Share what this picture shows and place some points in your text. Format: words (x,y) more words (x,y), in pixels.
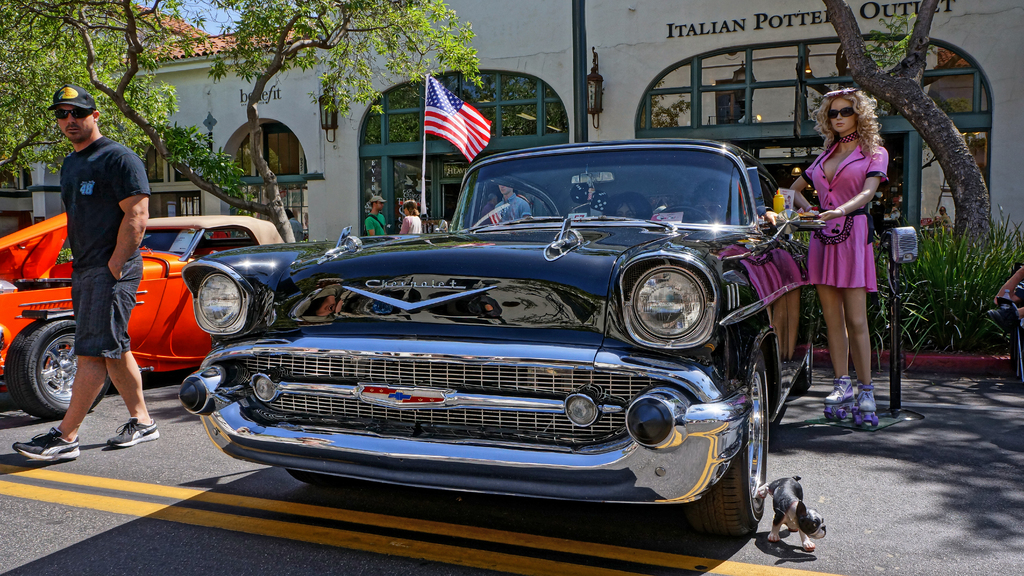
This is a car (572,331). Near to the car (578,378) there is a dog (801,498). Also a statue (841,171) wearing goggles (848,110) and holding tray (802,224) and wearing skating shoes (854,398) and standing. Also a person (110,195) wearing goggles (82,113) and cap (85,89) is standing on the left (105,269). Behind him there is an orange car (155,265). In the background (527,40) there is a building (693,64) with windows (537,98). Also there is a flag (426,127), tree (274,191), some persons (414,231) are standing. Some plants (931,302) are over there.
